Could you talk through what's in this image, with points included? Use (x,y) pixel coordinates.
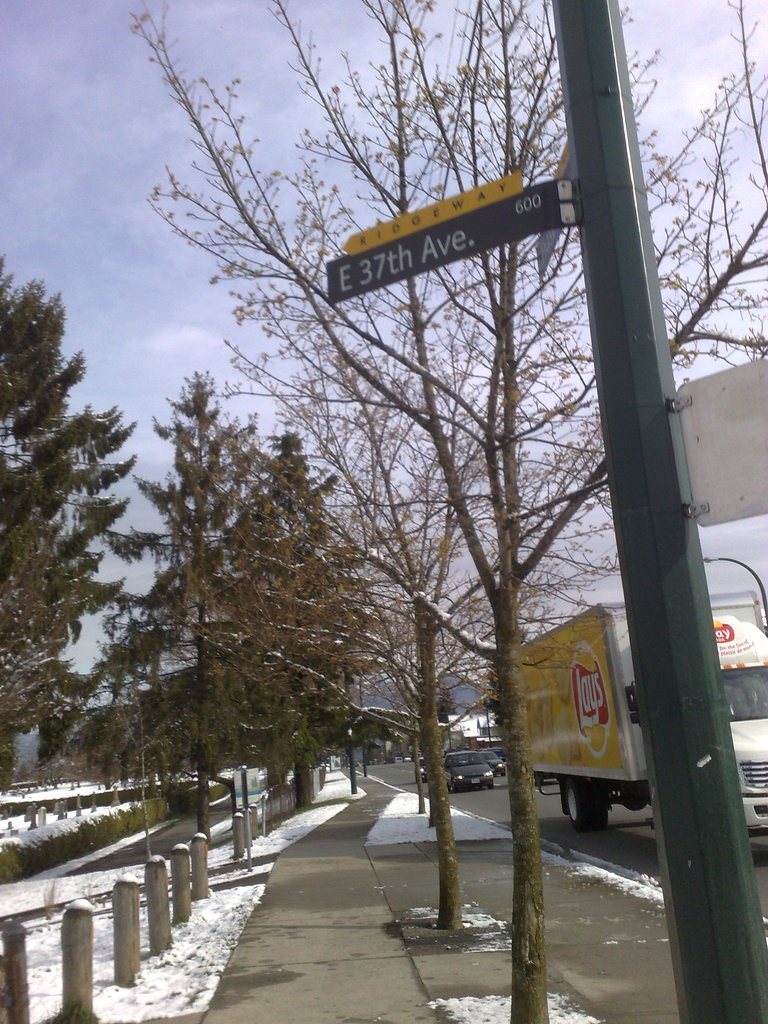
This picture shows few trees (296,616) on the sidewalks (327,1017) and we see snow (81,792) on the ground (159,831) and we see a pole (720,961) with a name board (365,279) to it and we see vehicles (487,782) moving on the road (763,876) and a cloudy sky (378,79).
